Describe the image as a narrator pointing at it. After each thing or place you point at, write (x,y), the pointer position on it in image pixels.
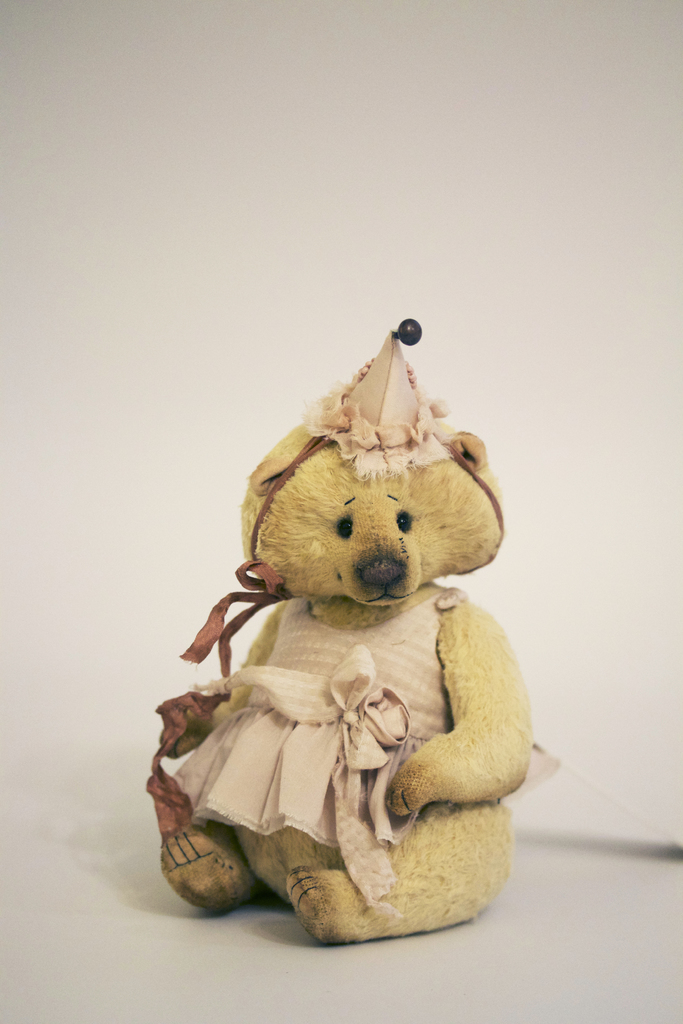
As we can see in the image there is a white color wall (138,345) and a doll (341,542).
